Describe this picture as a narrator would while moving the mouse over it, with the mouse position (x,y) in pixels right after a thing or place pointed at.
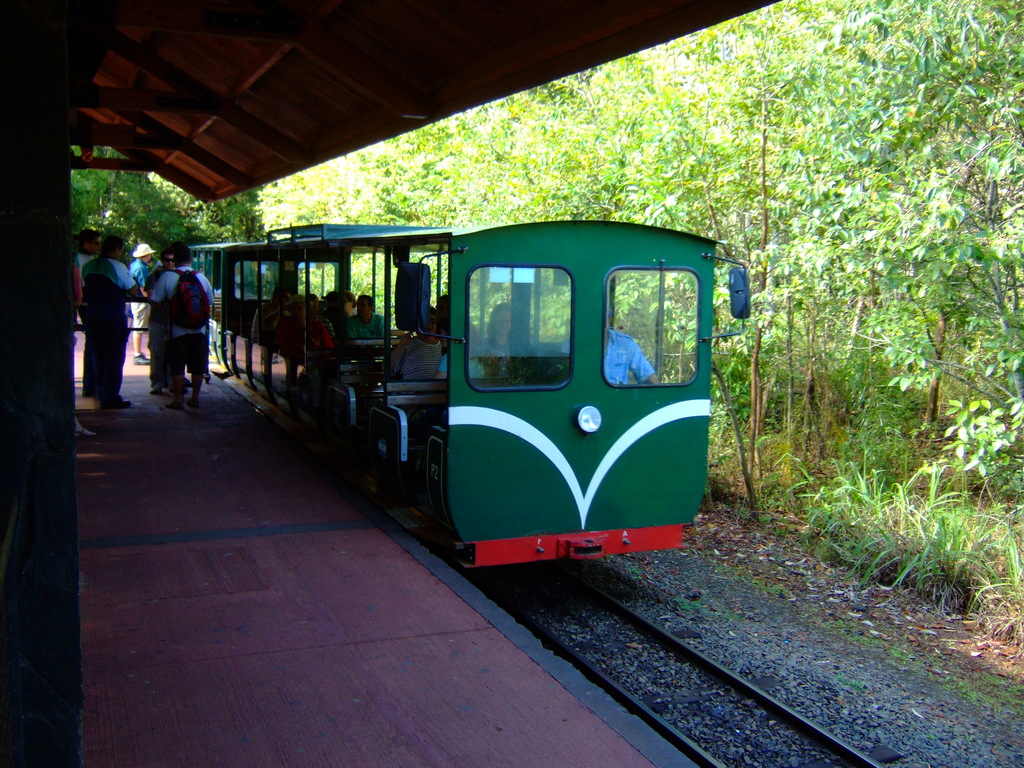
In this image there is a train (438,452) on a track (611,620), beside the train (480,554) there is a platform (231,428), on that platform (225,398) there are people (133,306) standing, in the background (682,178) there are trees (822,264).
